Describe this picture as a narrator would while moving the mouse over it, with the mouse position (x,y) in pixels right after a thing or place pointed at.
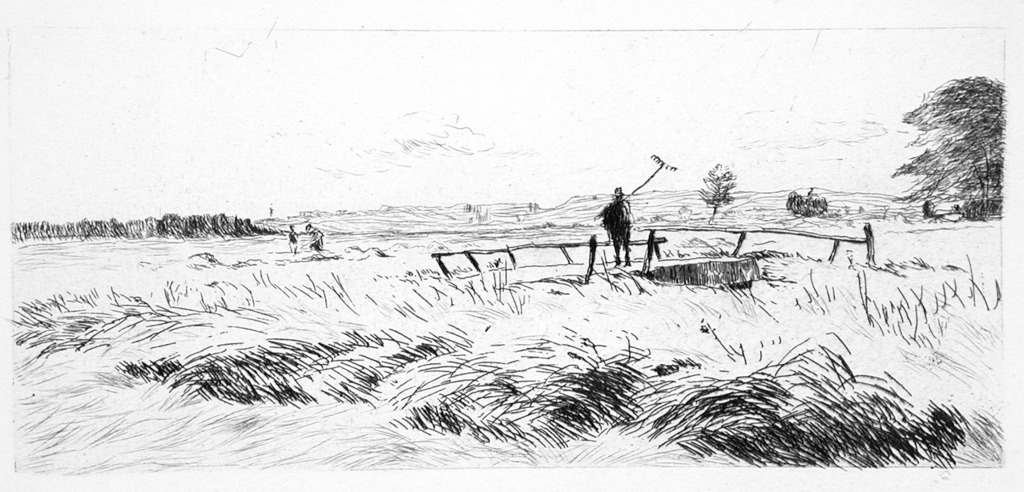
In this image we can see a drawing. We can see a person (618,225) and he is holding an object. There are a few trees (996,178) and plants (245,302) in the image. There is a fence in the image.
